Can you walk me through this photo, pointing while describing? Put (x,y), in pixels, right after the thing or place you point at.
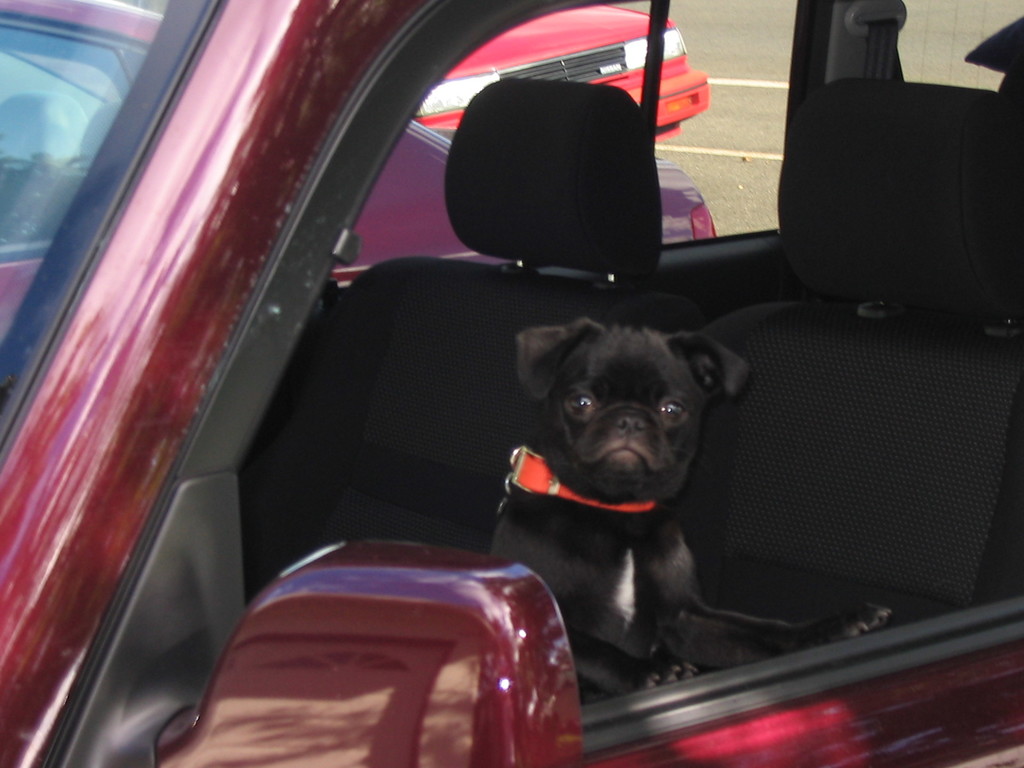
In this picture we can see car (443,21) and inside the car (891,456) there is a black color dog (586,339) and from window (731,124) of this car (298,337) we can see two cars (541,73).
